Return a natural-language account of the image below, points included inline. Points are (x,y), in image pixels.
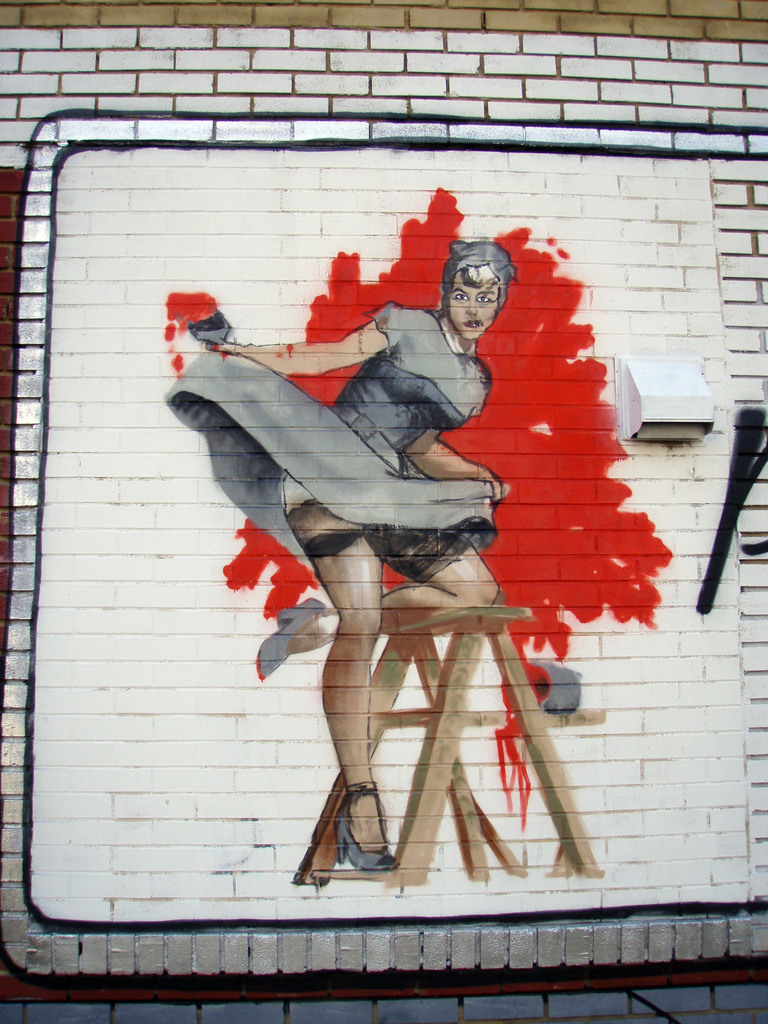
In this image there is a wall (531,999), on that wall (130,359) there is a painting (641,626) of a female (346,591), she is kneeling on a stool (510,652).
